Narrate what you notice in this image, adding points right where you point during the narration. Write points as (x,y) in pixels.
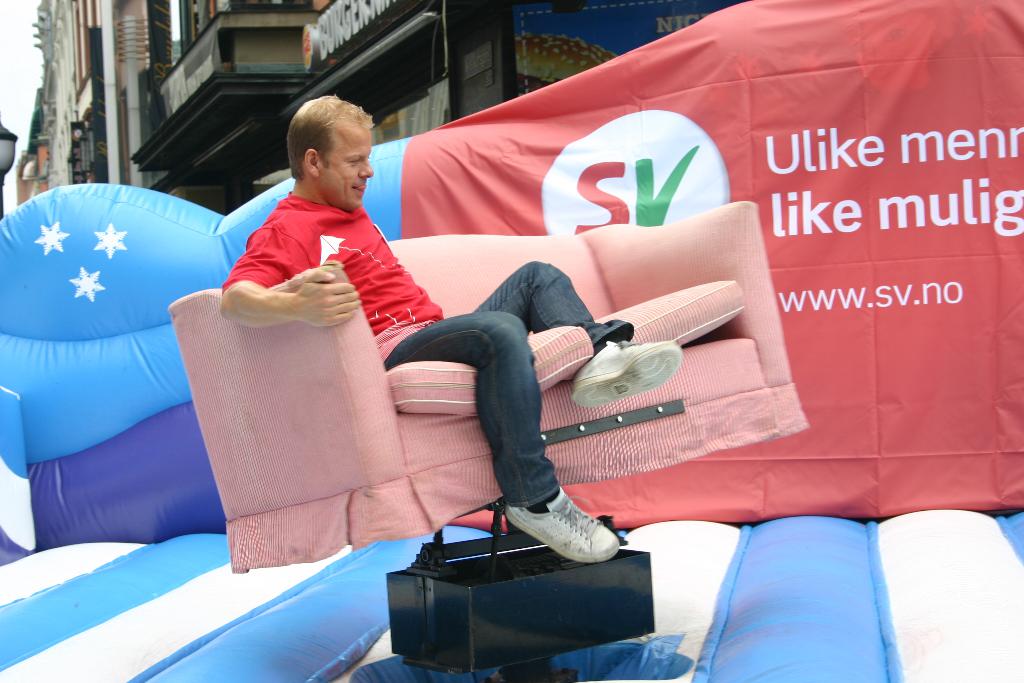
There is a person (343,198) sitting on a sofa (509,270) and he is smiling. In the background (244,101) we can see buildings (145,80).
